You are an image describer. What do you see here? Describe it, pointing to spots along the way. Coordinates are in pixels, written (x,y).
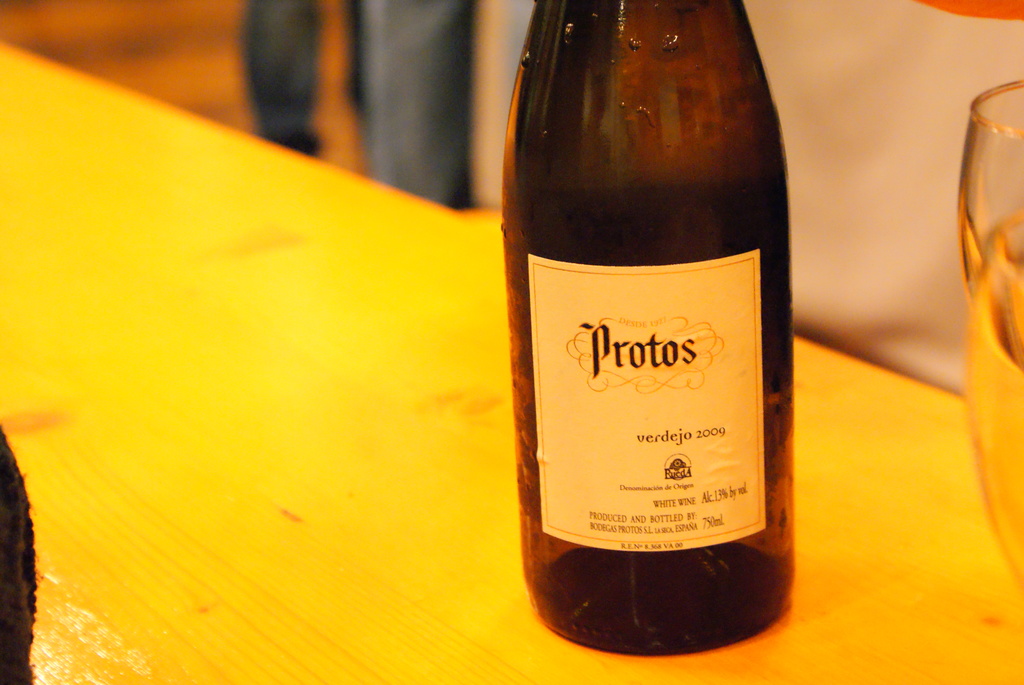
This bottle (640,125) is highlighted in this picture and kept on a table (454,498), on this bottle (677,389) there is a sticker (676,385). Background (342,87) is blurry. Beside this bottle (698,309) there are glasses (986,382).
